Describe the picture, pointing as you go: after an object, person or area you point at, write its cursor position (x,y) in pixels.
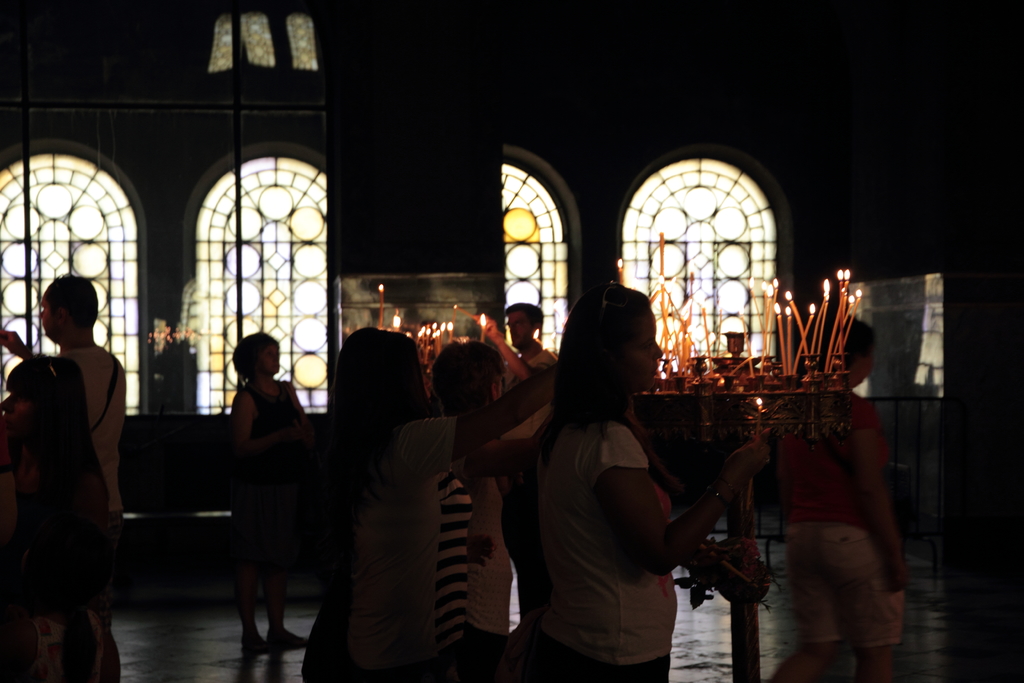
At the bottom of this image (852,603), there are persons (641,389) in different color dresses (840,604), some of them are holding candle lights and there are candles lights (395,318) arranged. In the background (764,258), there are windows (105,231). And the background (21,83) is dark in color.
